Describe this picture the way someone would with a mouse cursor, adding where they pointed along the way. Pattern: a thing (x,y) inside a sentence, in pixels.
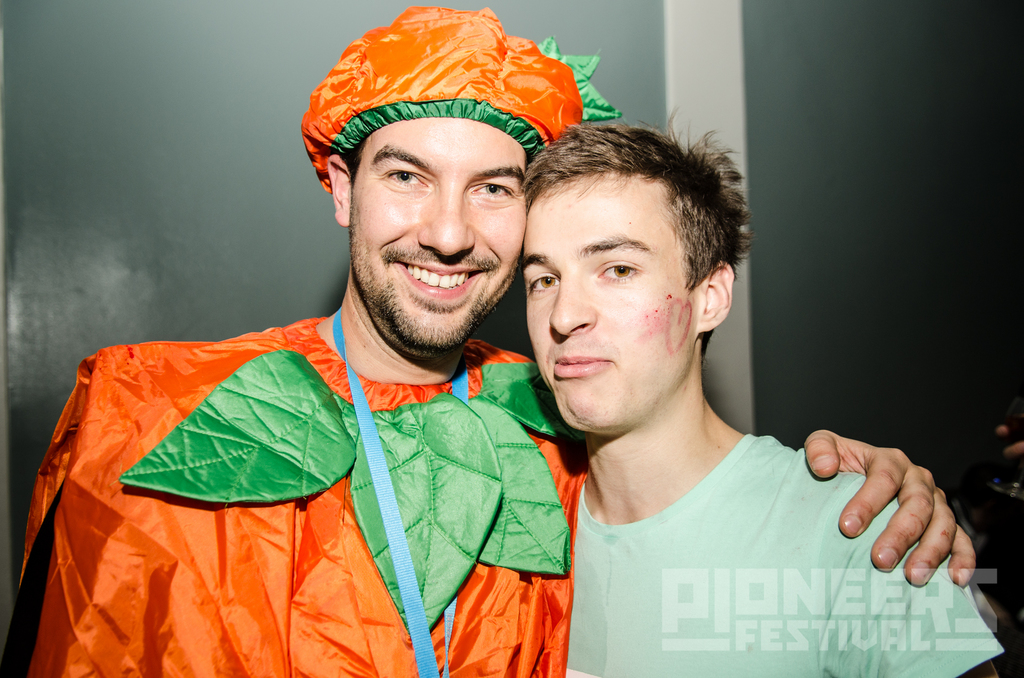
In this image, we can see people (556,142) and one of them is wearing costume (334,433) and an id card (388,488). In the background (773,162), there is a wall (747,122) and at the bottom (741,589), there is some text (687,581).
